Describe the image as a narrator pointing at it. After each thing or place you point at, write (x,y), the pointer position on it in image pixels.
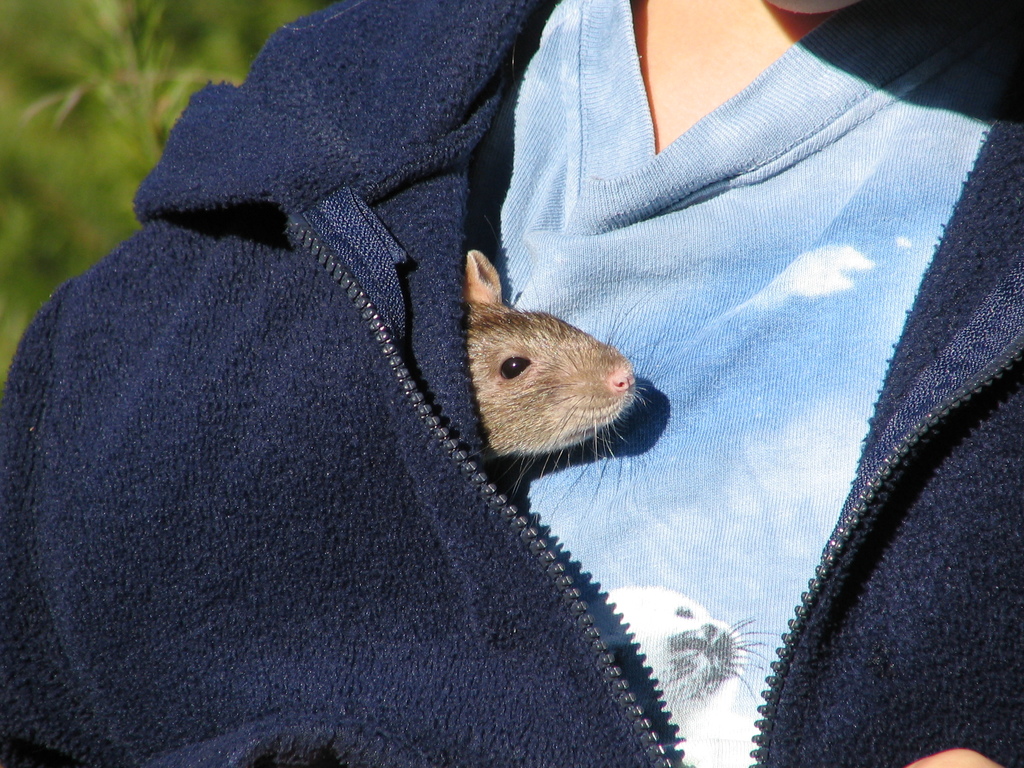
In this image I can see one person (639,99) in the front (856,253) and I can see this person (679,384) is wearing blue colour t shirt (698,281) and blue jacket (509,709). I can also see a mouse (469,293) in the jacket (479,464). On the top left side of this image (107,6) I can see a plant like thing (68,143) and I can see this image is blurry in the background (82,183).
